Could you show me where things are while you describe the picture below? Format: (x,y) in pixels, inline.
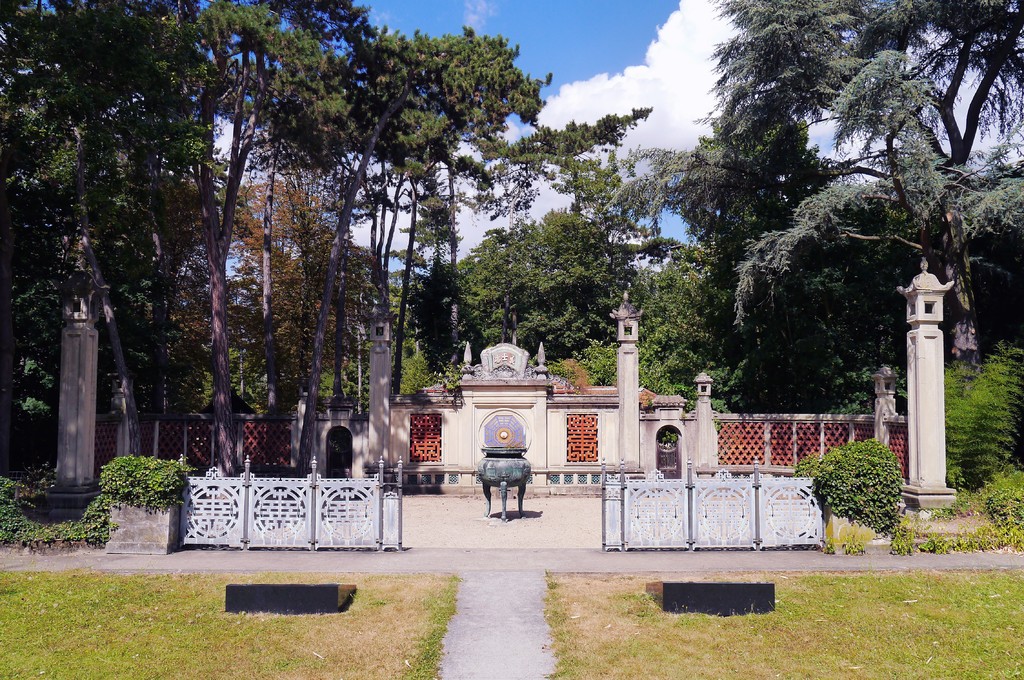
In foreground (956,654) grass (17,641) is there, a way (526,584) between grass (1011,580) to walk. In the middle (485,350) four pillars (73,444) and a constructed designer wall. On the top (544,50) we can see trees (681,161), sky (594,29) and clouds (657,120).
